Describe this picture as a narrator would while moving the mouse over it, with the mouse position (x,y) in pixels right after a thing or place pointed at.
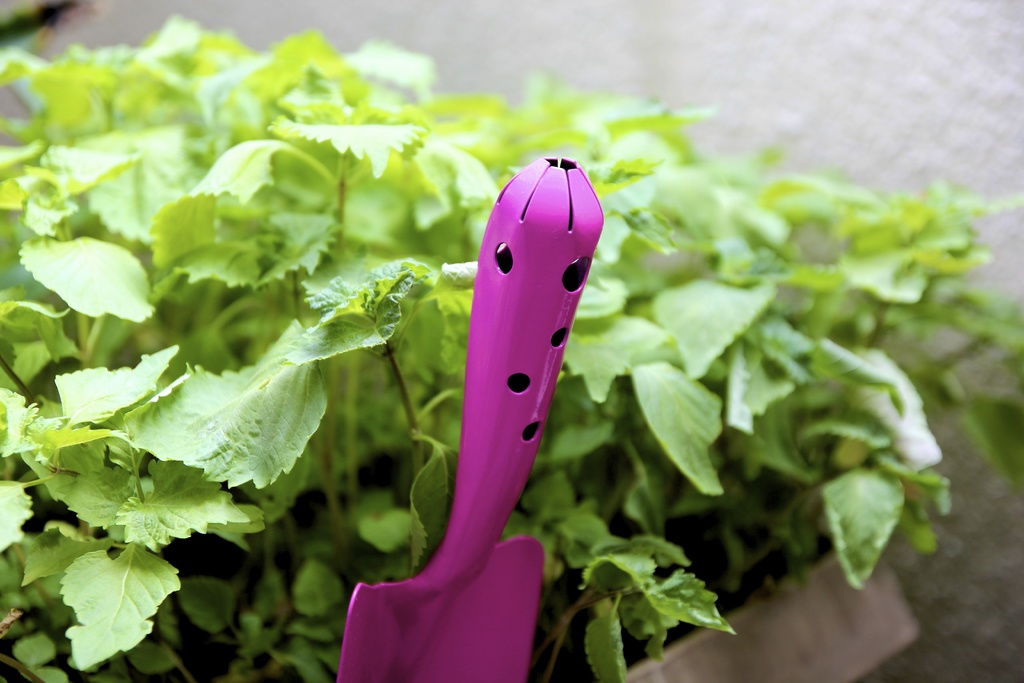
In this picture there are plants (279,258), a shovel (482,564). At the top (398,66) it is blurred.
